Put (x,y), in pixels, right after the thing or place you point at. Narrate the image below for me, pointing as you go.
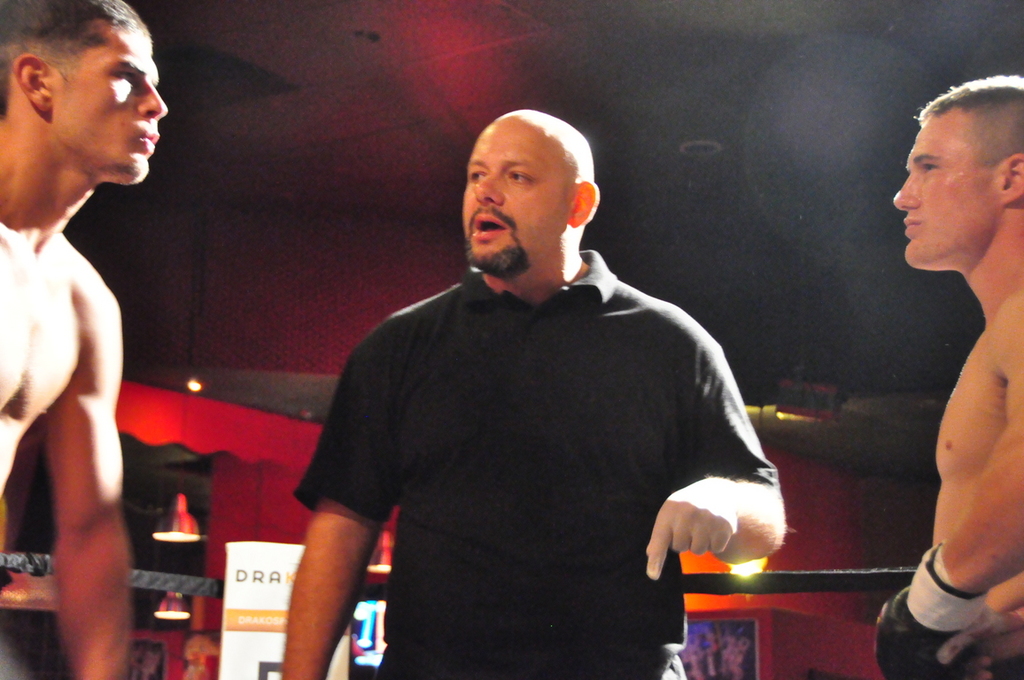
In the picture I can see three men (1013,326) in the fighting ring (725,585). There is a man (645,349) in the middle of the picture (639,306) wearing a black color T-shirt (543,444) and looks like he is giving instructions. I can see two fighters (88,347), One is on the left side (24,319) and the other one is on the right side (952,450). I can see the lamps (175,604) on the roof (650,228).
